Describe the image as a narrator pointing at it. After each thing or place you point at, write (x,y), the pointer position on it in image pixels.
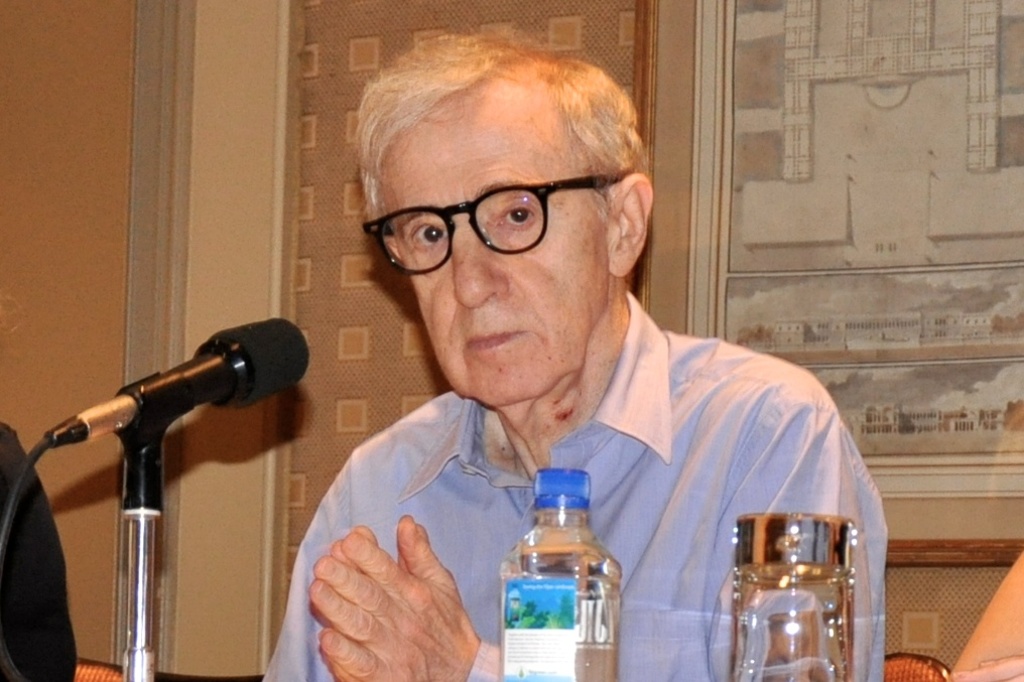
There is a room (62,125). He is sitting on a chair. He is wearing a spectacle (489,239). There is a table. There is a bottle (553,503), glass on a table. We can see in background (74,135) wall (131,173) and frame (896,113).
